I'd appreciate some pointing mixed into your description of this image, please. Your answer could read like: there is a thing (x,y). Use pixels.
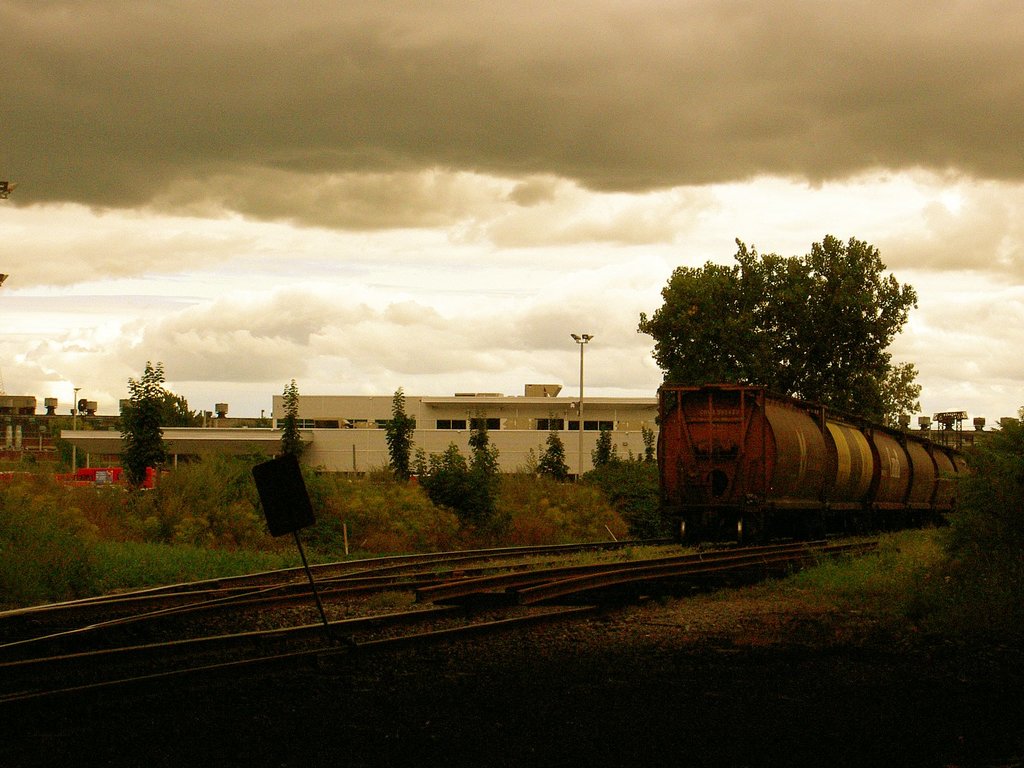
There is a train (731,533) moving on the railway track (75,623) and around the train (672,419) there are some houses (520,406) and trees (597,455).
